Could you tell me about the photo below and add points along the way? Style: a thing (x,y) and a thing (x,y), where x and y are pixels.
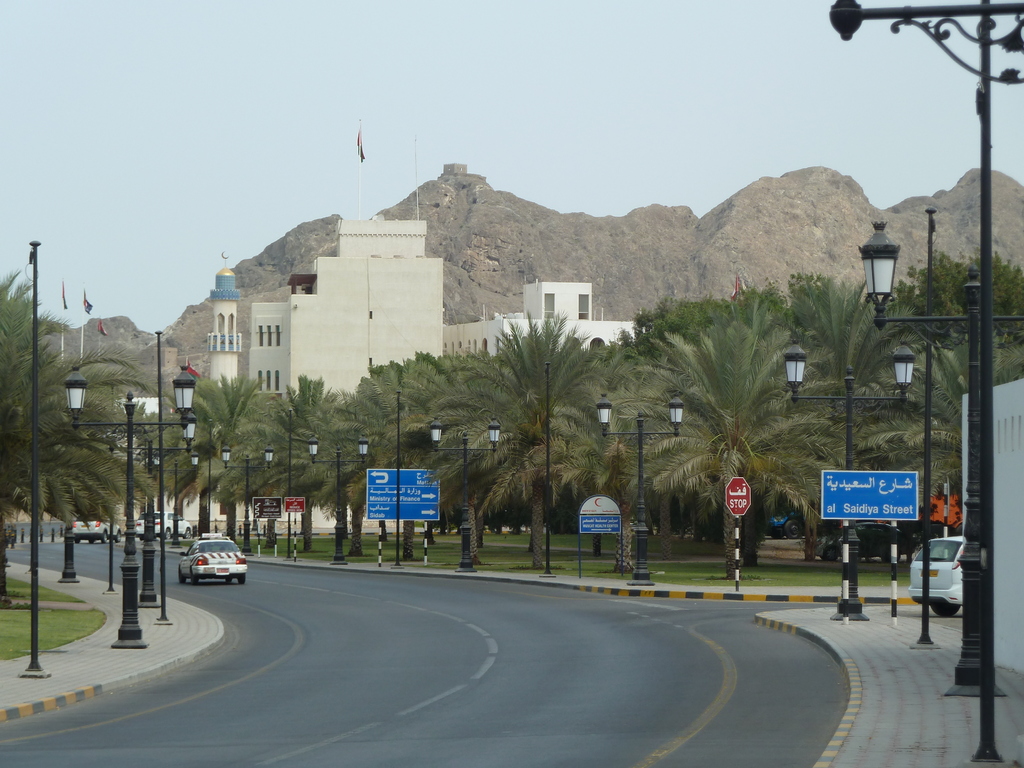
This is the picture of a city (541,548). On the left (7,425) and on the right side of the image (903,392) there are trees (604,440) and there are poles (967,691) on the footpath (321,560). In the middle of the image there are vehicles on the road (440,672). On the right side of the image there are vehicles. At the back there is a building (501,321) and there are flags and there is a mountain (526,277). At the top (388,157) there is sky (282,87). At the bottom (551,733) there is a road (535,718) and there is grass (69,608).
